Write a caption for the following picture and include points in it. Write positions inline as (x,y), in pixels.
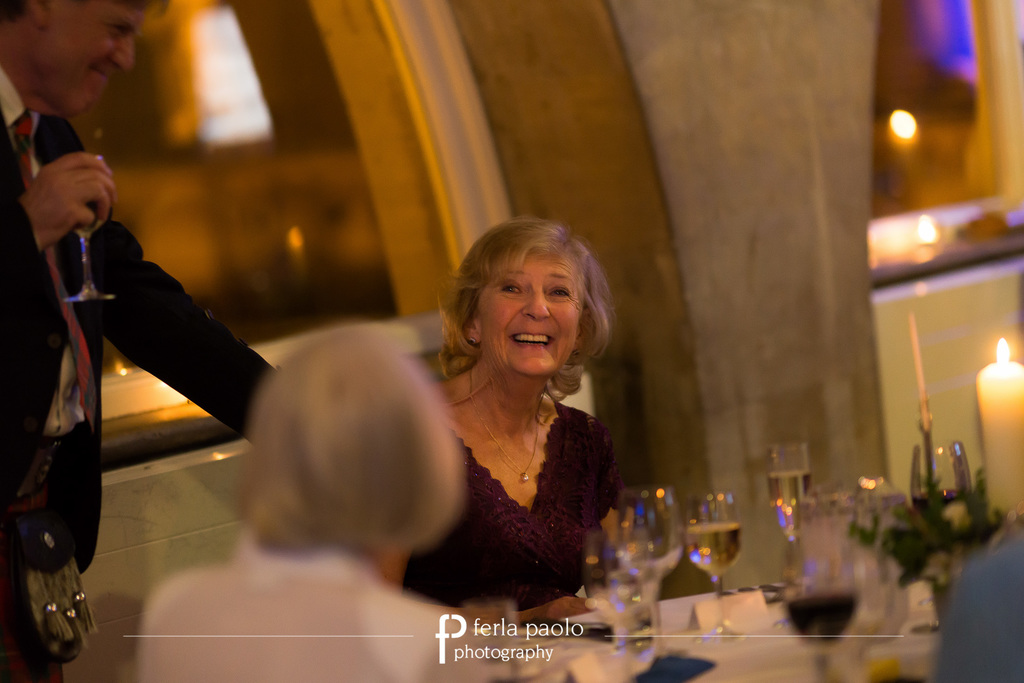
In this image I can see few people (571,534) are sitting and one person (69,220) is holding a glass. I can see few glasses (829,636), candle (982,398) and few objects (746,620) on the table (740,648). Background (741,14) is blurred.
